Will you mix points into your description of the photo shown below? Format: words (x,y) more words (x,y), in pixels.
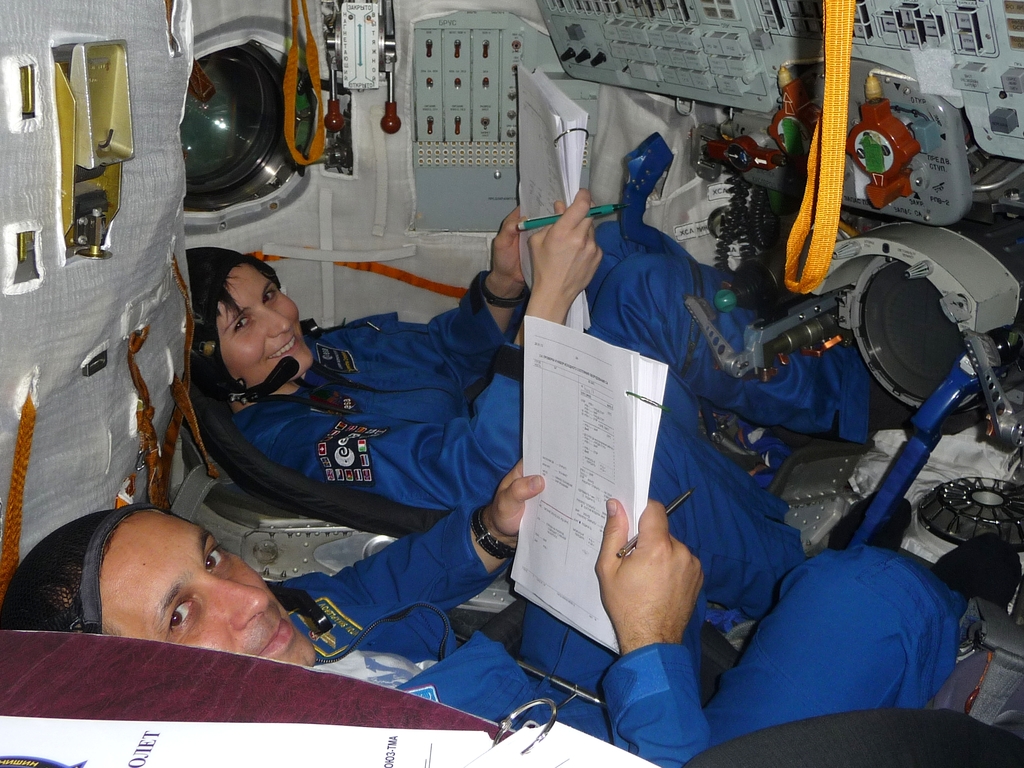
In this image we can see two persons (481,358) sitting and holding some things (609,432) in their hands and it looks like a inner view of a spacecraft (307,103). We can see some machines (937,179) and some other objects (940,413).
